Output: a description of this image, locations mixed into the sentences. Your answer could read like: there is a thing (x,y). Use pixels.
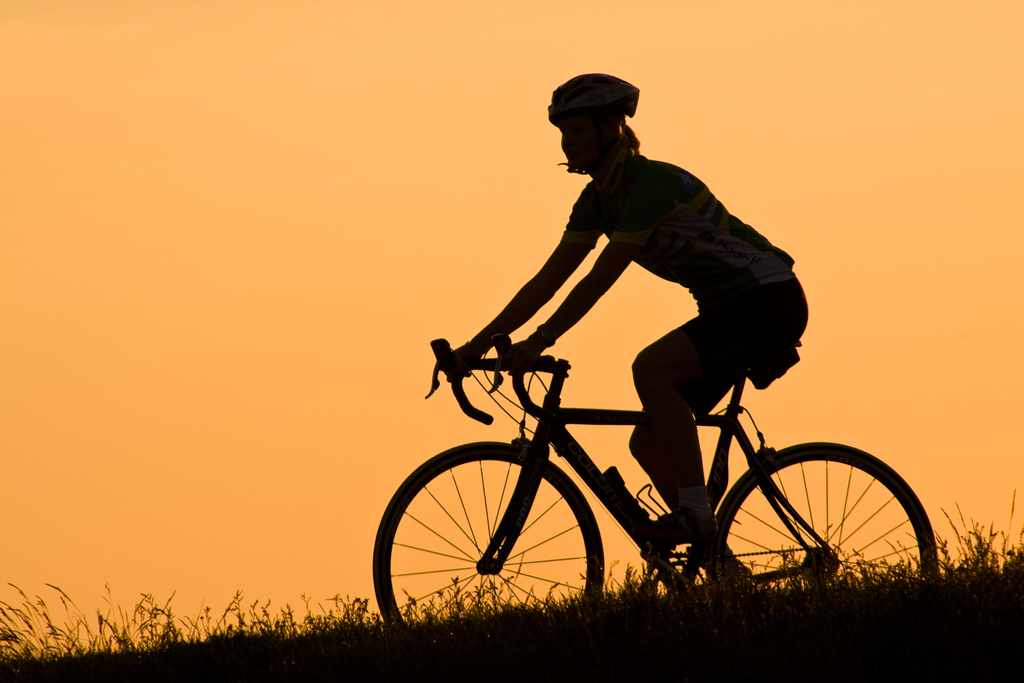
In this picture there is a woman (631,98) who is wearing helmet (615,101), t-shirt (693,260), short (718,332) and shoes (646,534). She is riding a bicycle (747,488). At the bottom (584,634) I can see the grass (345,670). In the back (340,253) I can see the orange sky (372,182).
